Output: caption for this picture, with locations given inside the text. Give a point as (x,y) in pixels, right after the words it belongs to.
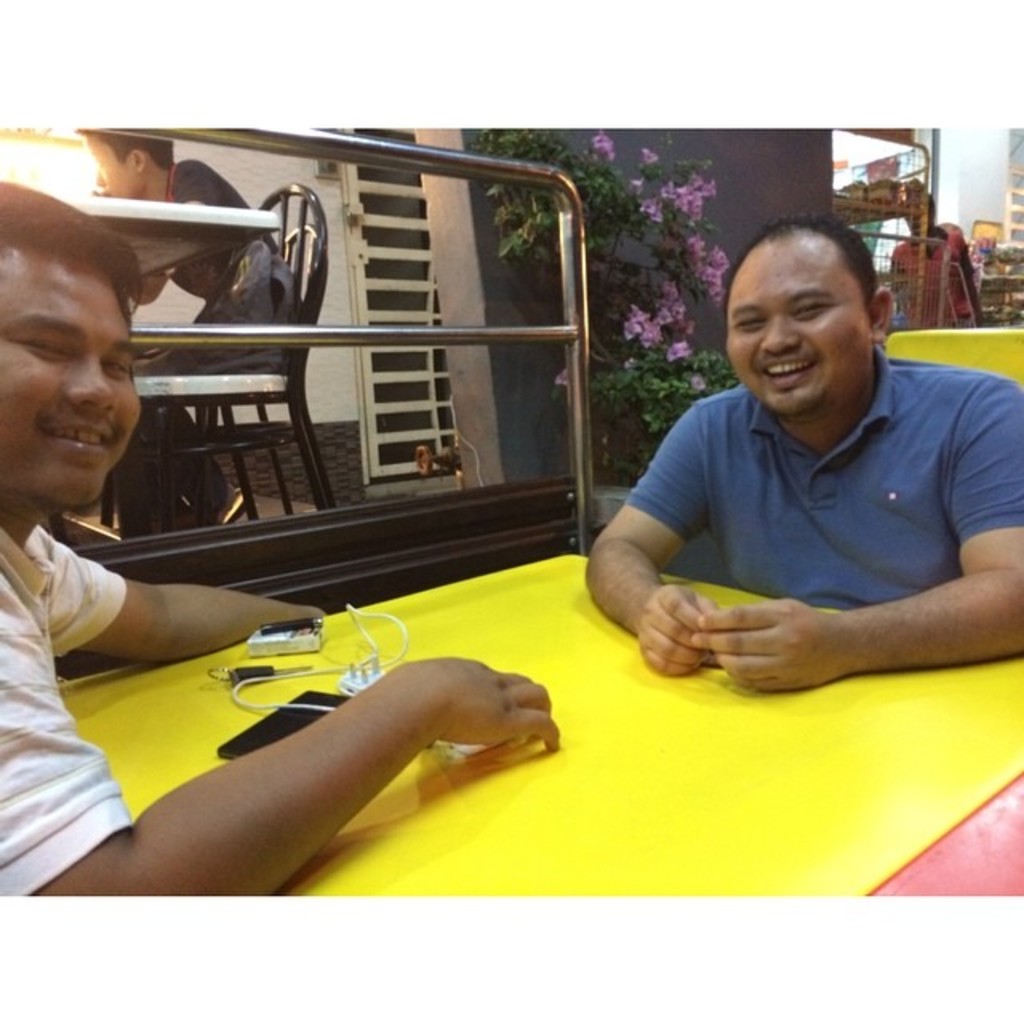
There are two persons (442,691) sitting around a yellow color table (689,721) as we can see at the bottom of this image (558,773). There is a mobile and other objects (276,672) are kept on it. We can see a person (183,183) sitting on a chair (299,286) and a plant (661,253) is in the background (541,296).
